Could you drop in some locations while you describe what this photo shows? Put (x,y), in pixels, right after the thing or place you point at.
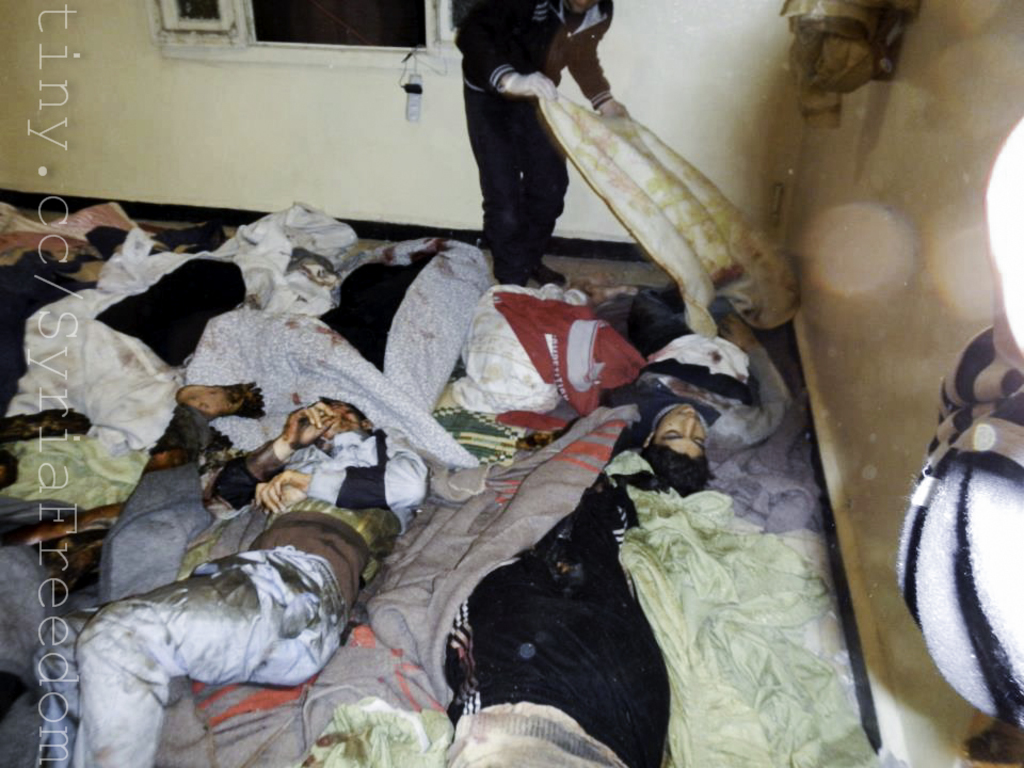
On the left side (66,757) some text (65,22) is like tiny. cc/syria Freedom. In the middle (644,289) we can see some fellows (619,561) were injured and one person (543,183) was standing and holding something. On the right side (802,357) we can see a wall (915,297) which is blurred.
